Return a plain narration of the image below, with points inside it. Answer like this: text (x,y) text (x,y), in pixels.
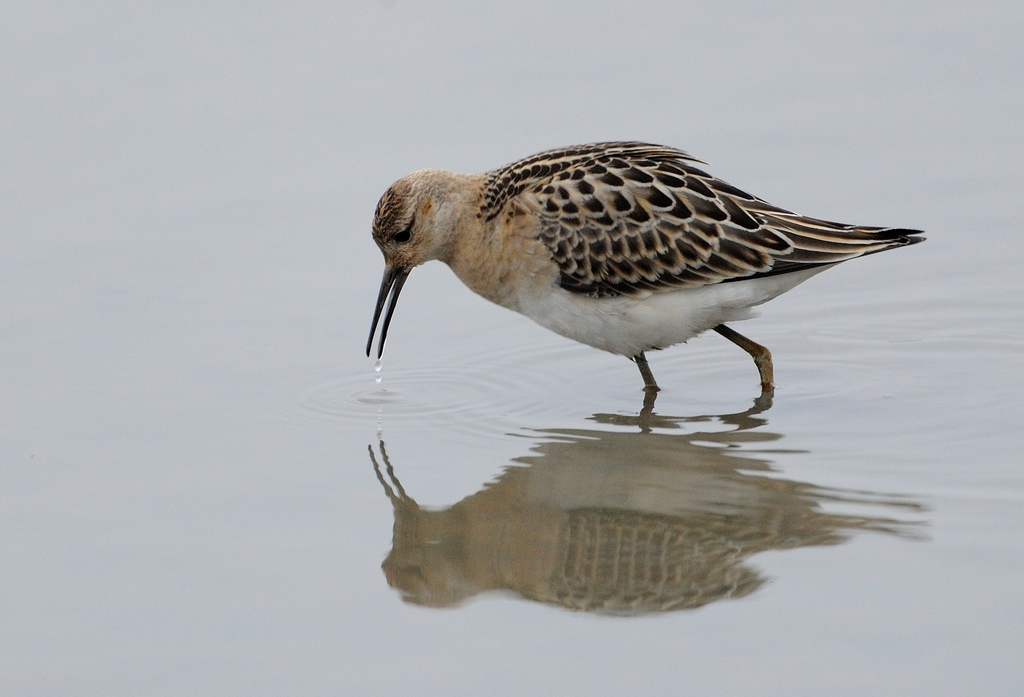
This image consists of a bird (591,271) drinking water (459,366). At the bottom (571,574), there is water (744,434).
